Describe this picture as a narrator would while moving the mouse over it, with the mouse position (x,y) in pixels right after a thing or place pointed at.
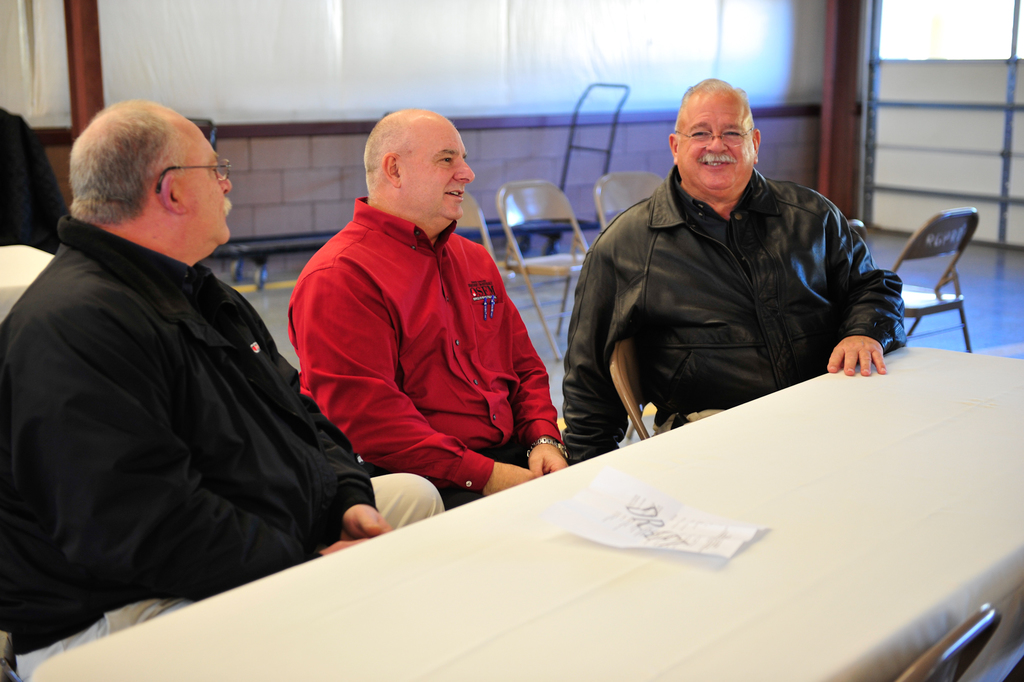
On the background (248,49) we can see a white board (714,63), empty chairs (611,204). This is a floor (1001,300). Here we can see three men (831,300) sitting on chair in front of a table (665,452) and on the table (657,583) we can see a paper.
